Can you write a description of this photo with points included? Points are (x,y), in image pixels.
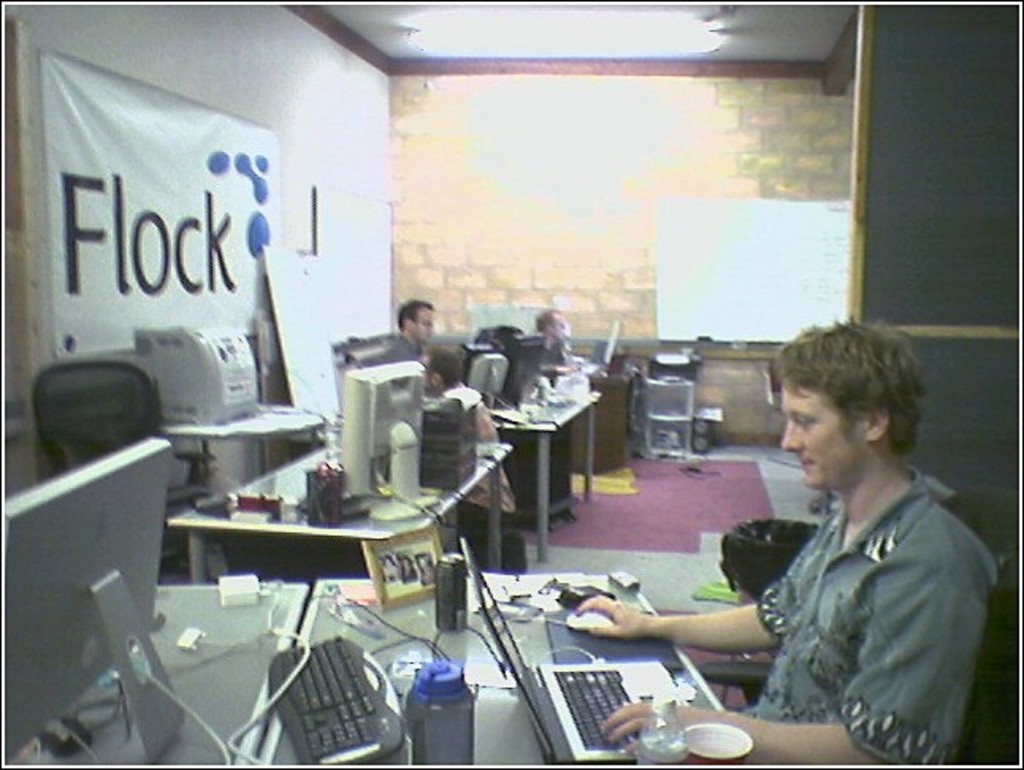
This picture is clicked inside. On the right (870,551) is a person (892,627) sitting on the chair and working on a laptop (615,669). On the left (294,592) we can see the tables (530,423) on the top of which monitors (139,561), laptop (534,697), keyboards (330,653) and many other items (325,476) are placed and we can see the group of persons (435,357) seems to be sitting. In the background (162,164) there is a banner (100,218) on the top of which we can see the text (136,243) is printed and we can see the wall (550,135), roof (595,59) and many other objects (596,33).
